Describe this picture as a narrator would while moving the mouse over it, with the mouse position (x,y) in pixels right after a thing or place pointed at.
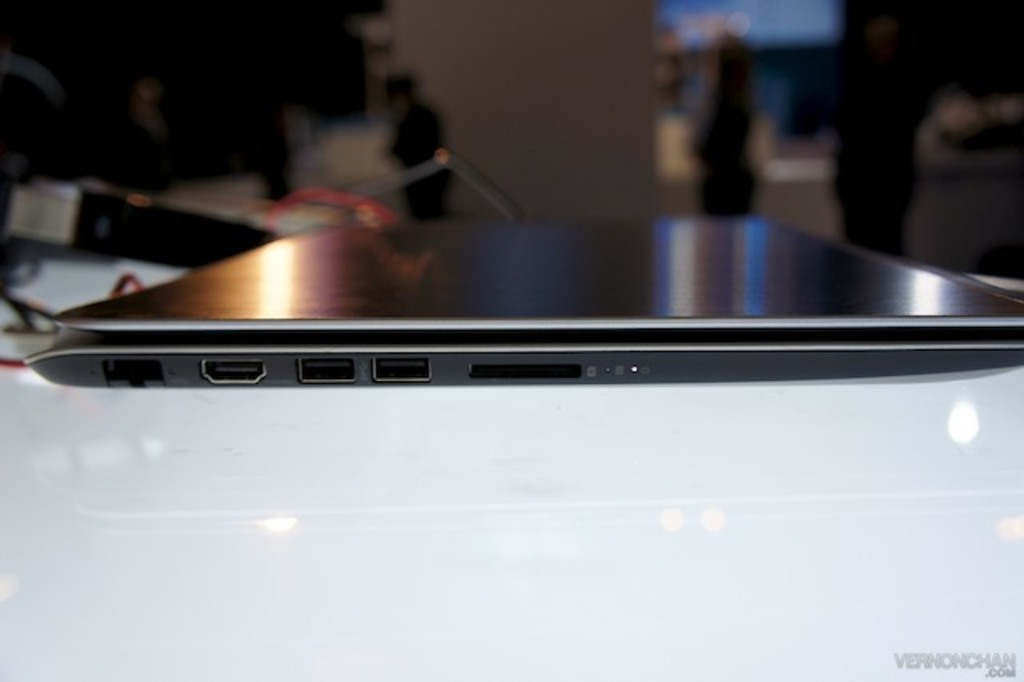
In this image we can see there is a laptop (464,334) on the white surface (585,498). In the background (763,192) it is blur.
